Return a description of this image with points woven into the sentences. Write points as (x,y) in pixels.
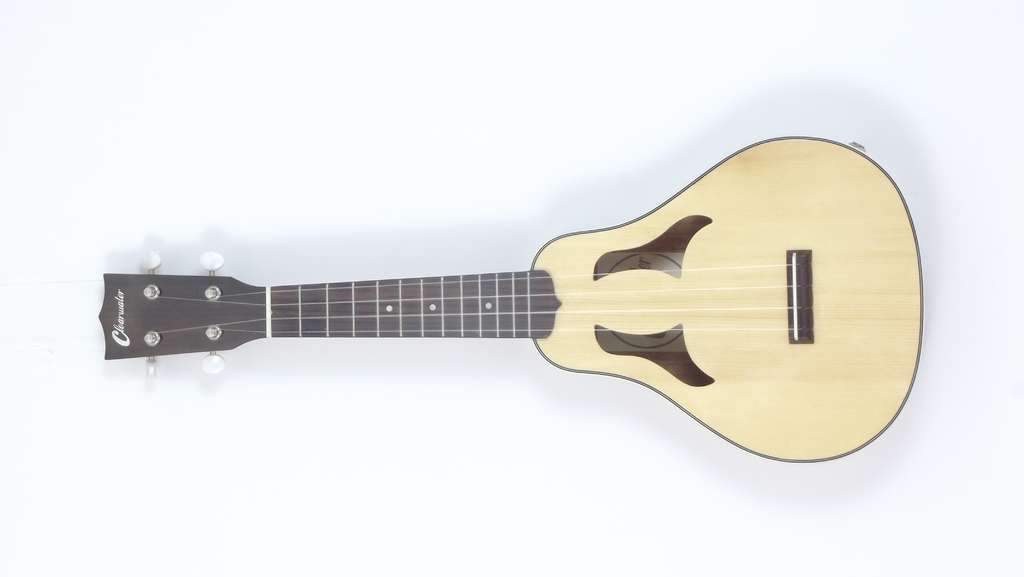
In the middle of this image (572,251), there is a guitar (193,295) on a surface (312,85). And the background (63,183) is white in color.
